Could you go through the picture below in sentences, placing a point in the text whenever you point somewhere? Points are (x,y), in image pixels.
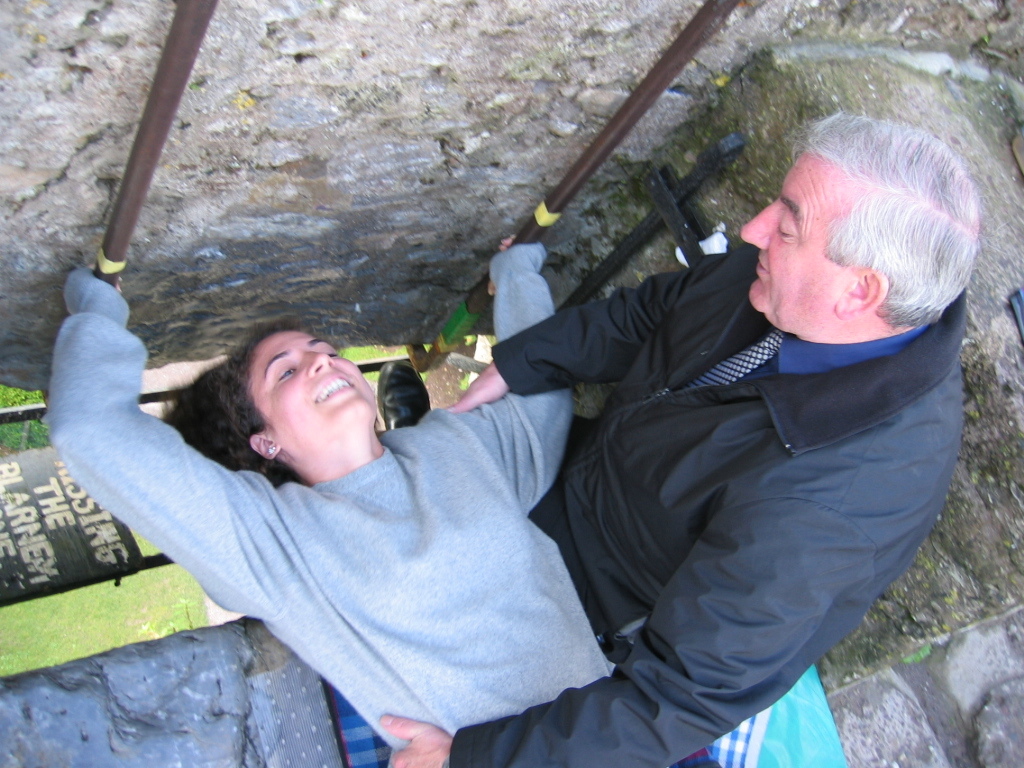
In this picture I can see there is a man (549,373) and a woman (521,575), she is holding a metal rods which are behind her, the man (732,419) is holding the woman (330,380). There are few objects (263,721) at the bottom (276,717) and there is a wall (911,111) at right side (976,81) and behind the woman (432,548).
